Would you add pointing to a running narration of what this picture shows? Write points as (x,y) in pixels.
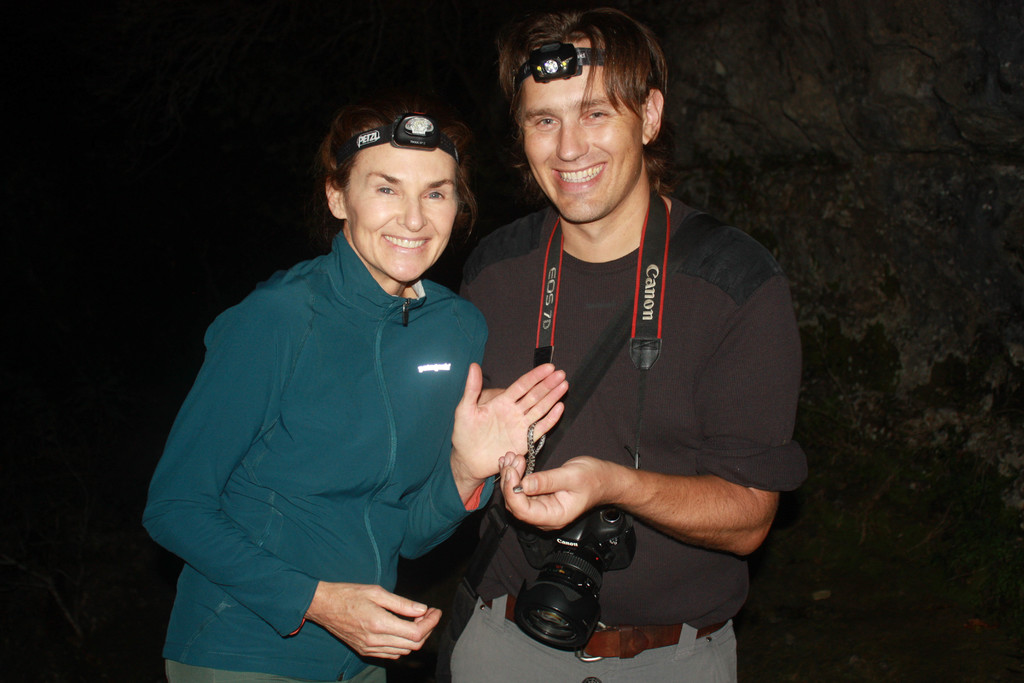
In this picture we can see two people (440,296) smiling, holding a snake (534,463) with their hands (514,426), headlamps (386,139) on their heads (435,111) and a man (615,204) carrying a camera (570,565) and in the background (46,421) we can see a rock wall (782,97) and it is dark.
